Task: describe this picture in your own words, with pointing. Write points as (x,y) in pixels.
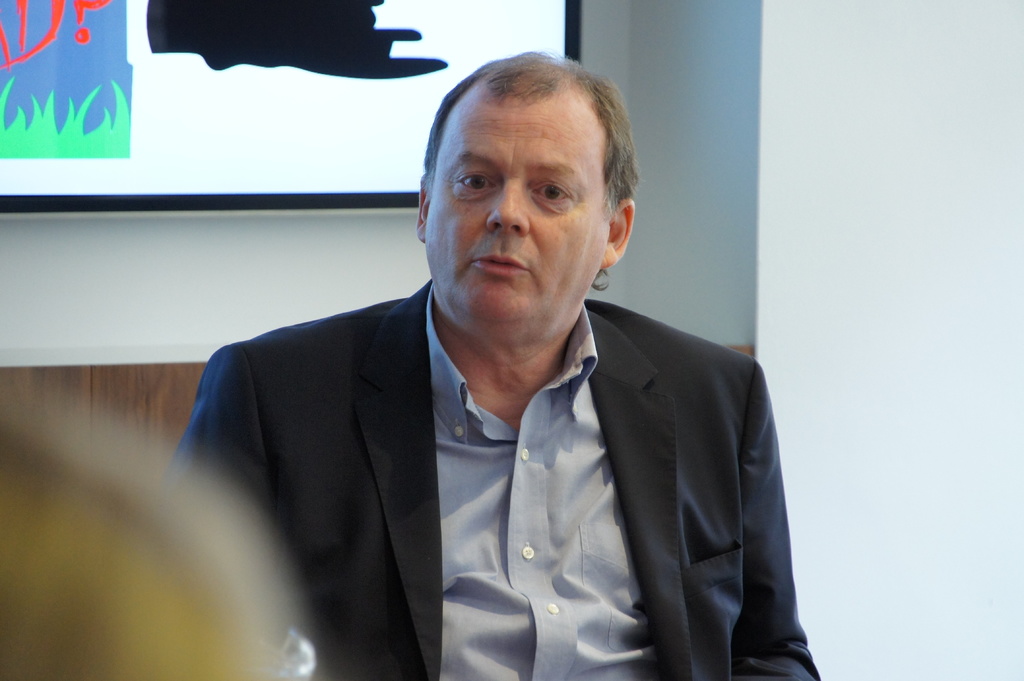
In the center of the picture (577,342) we can see a man (463,500) wearing suit (408,429) and a blue color shirt (533,482) and sitting. In the background (121,298) we can see the wall (258,269) and a digital screen (208,182) and we can see the pictures of some objects (163,48) on the digital screen (261,73). On the left (143,507) we can see some other objects (197,565).
